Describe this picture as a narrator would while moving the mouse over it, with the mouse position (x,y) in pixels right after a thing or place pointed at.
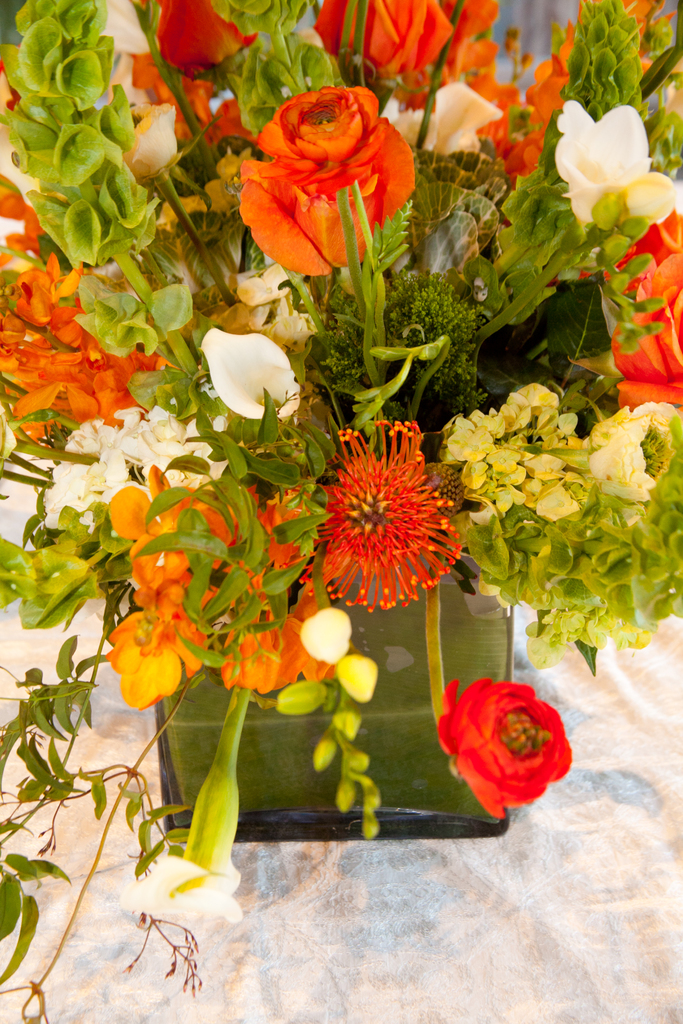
In this image there is a white cloth (555,839), on that white cloth (369,874) there is a flower bouquet (321,175).
